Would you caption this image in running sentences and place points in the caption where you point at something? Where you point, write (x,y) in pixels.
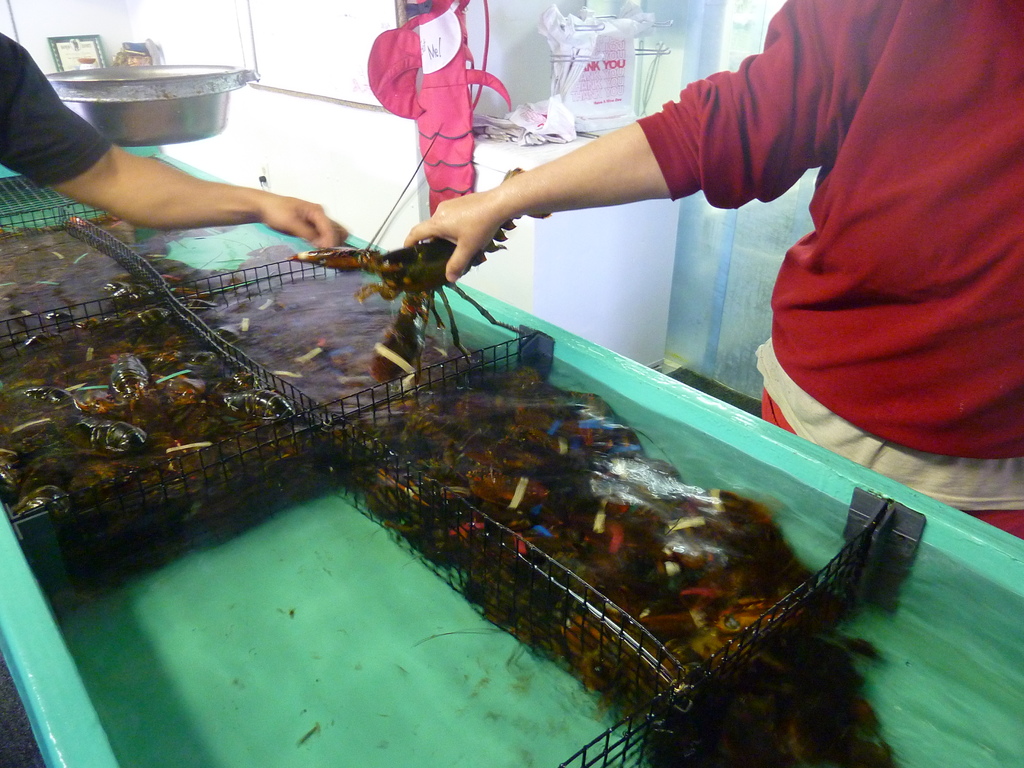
On the right (774,338) there is a woman (943,103) who is wearing t-shirt (921,359) and trouser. She is standing near to the table (676,415). On the top left corner (1,84) we can see a man's hand (102,203) who is wearing black t-shirt (35,112). Both of them are holding this lobster (439,268). In this blue color table (590,738) we can see many lobsters (639,599), water (49,372) and this black steel (489,573). On the top (580,43) we can see the cloth (439,188), plastic covers (581,88), papers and bowl (234,78) near to the window (282,52).
